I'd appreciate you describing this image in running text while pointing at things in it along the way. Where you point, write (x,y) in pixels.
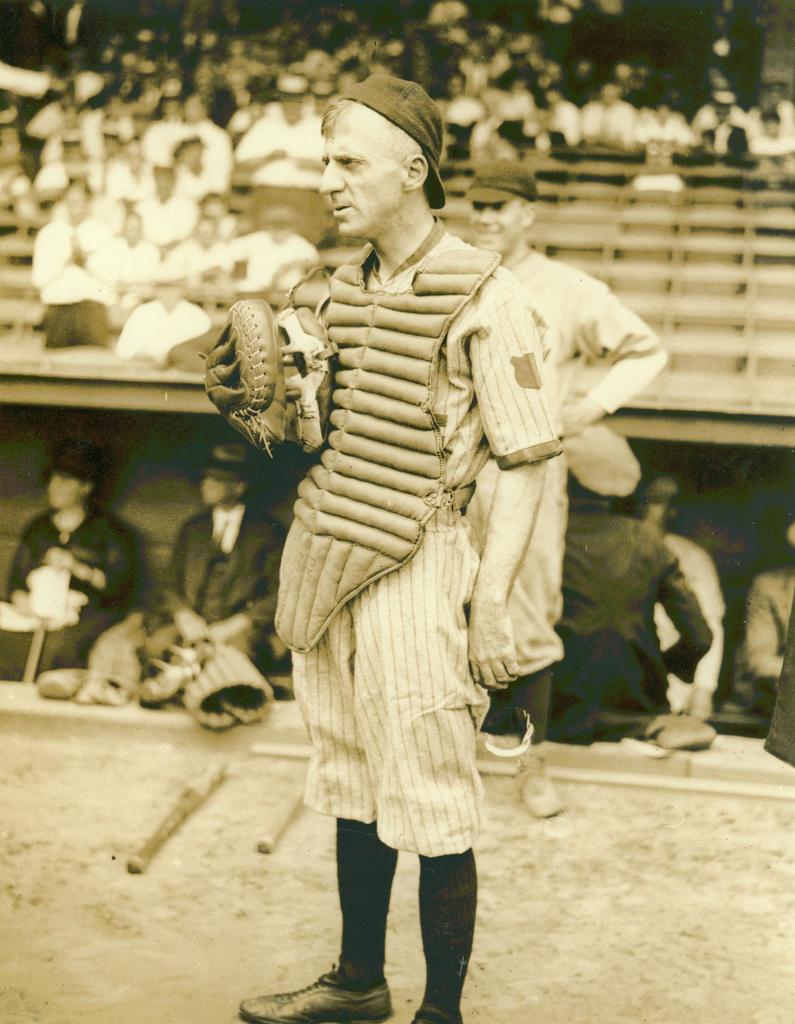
In this image I see 2 men (503,396) who are standing and I see that both of them are wearing caps (413,132) and I see this man (340,319) is holding few things (294,404) in his hand (292,403) and I see 2 things (193,812) over here on the ground (401,913). In the background (138,531) I see few more people (52,540).
